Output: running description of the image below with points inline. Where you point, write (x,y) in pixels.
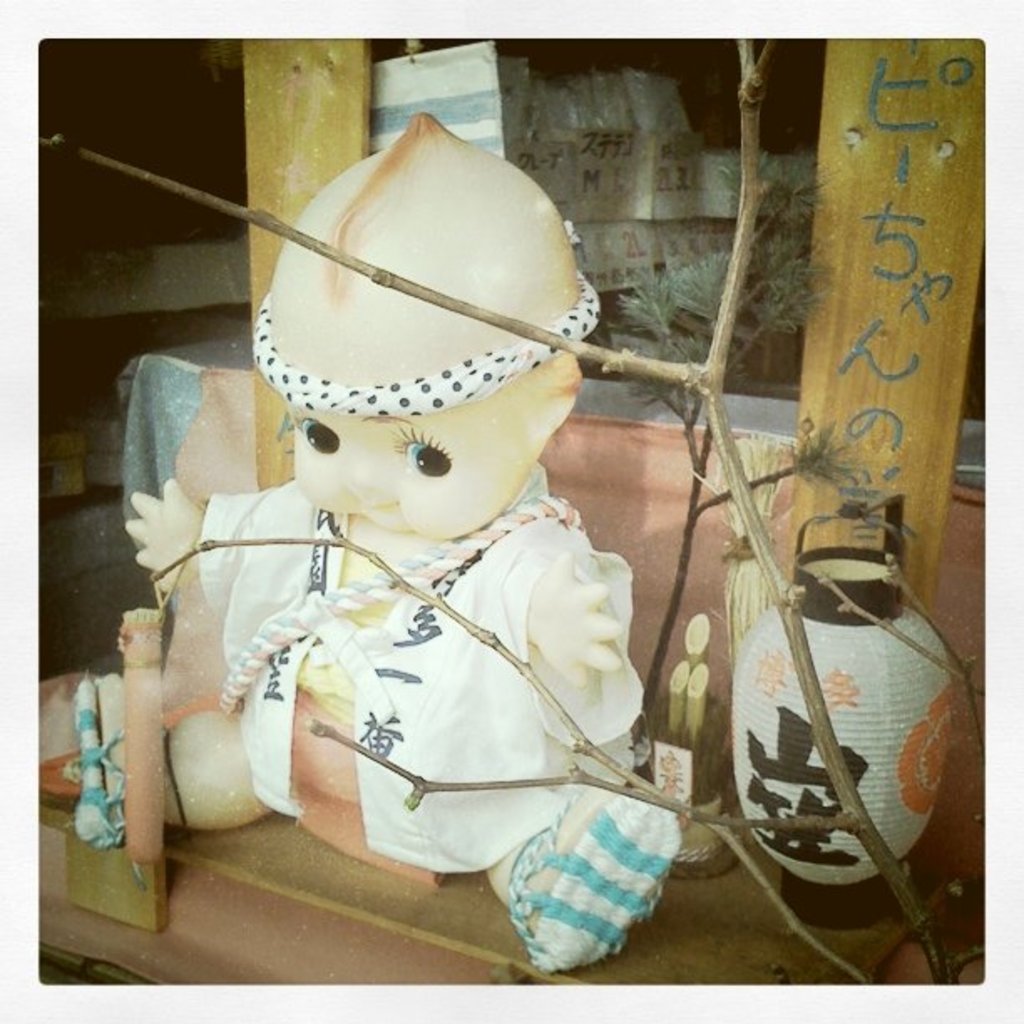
In the image there is a doll (497,583) and there is a lantern (794,701) beside the doll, in front of the lantern (893,909) there are branches (874,860) of a dry tree (841,826) and in the background (384,107) there are some goods (654,160).
